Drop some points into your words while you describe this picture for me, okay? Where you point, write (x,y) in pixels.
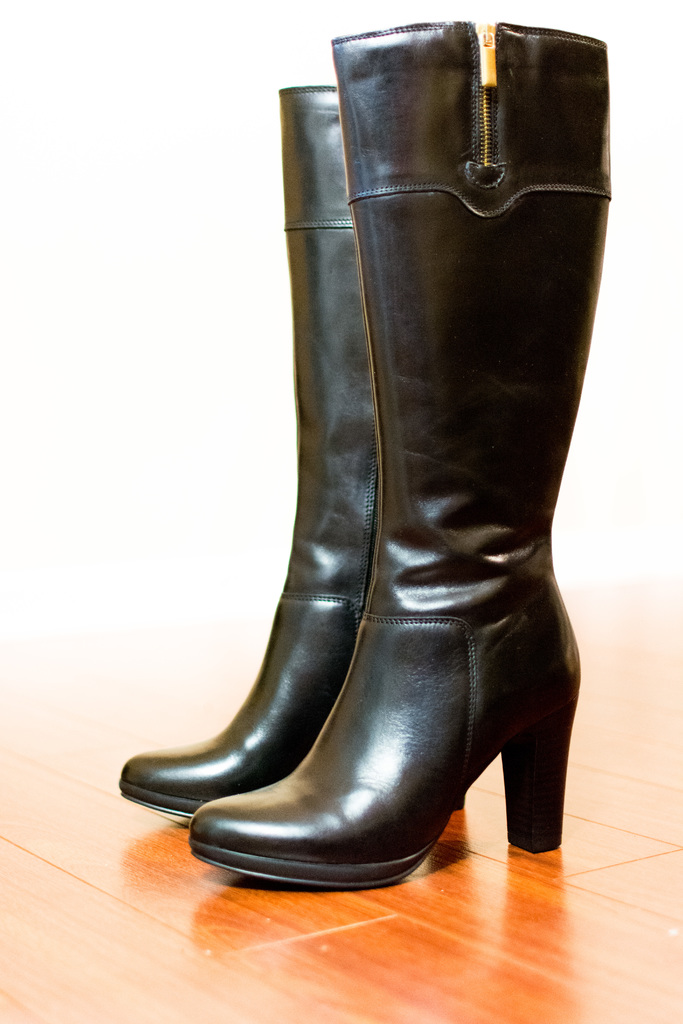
In this picture I can see the black color boots (348,349) on the brown color surface (260,969) and I see that it is white color in the background (623,73).
